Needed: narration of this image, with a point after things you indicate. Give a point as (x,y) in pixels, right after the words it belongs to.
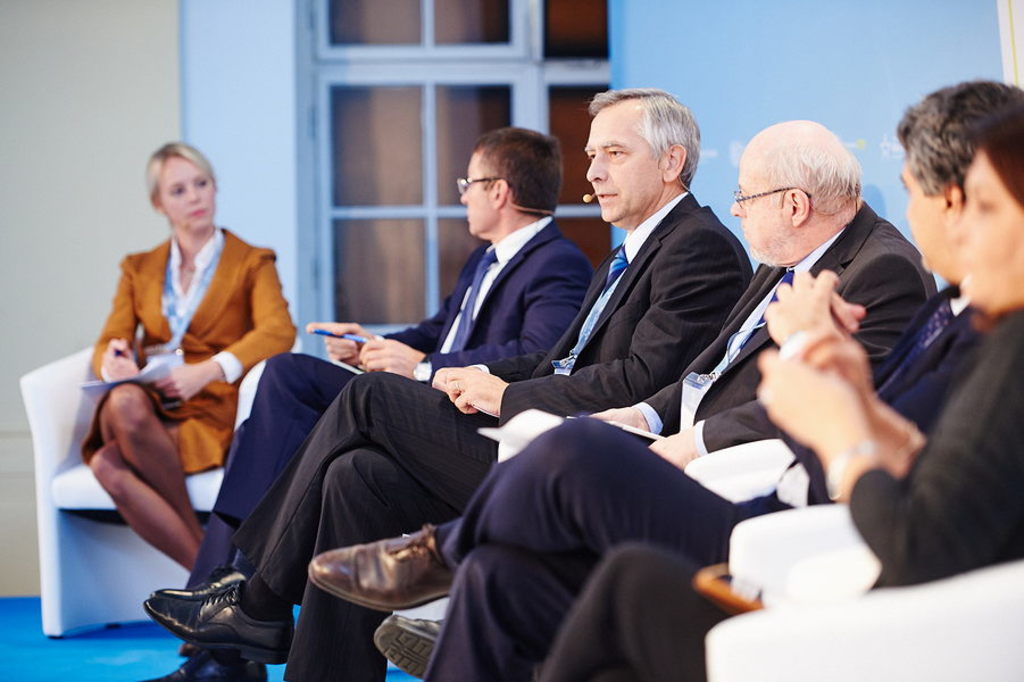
In this image there are group of people (385,500) together on chairs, behind them there is a wall (3,515) with window (347,174).
